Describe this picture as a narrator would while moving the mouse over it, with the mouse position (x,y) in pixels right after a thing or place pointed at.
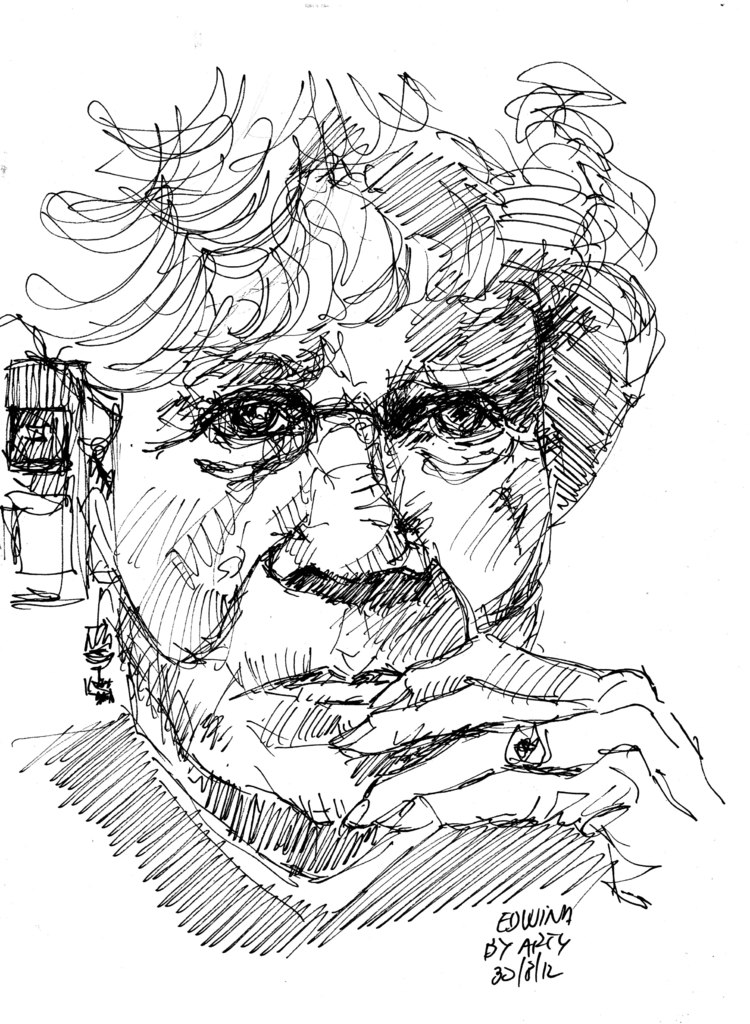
In this picture I can see a art (285,226), looks like a woman (353,454) and I can see text (551,968) at the bottom right corner of the picture (523,927).
